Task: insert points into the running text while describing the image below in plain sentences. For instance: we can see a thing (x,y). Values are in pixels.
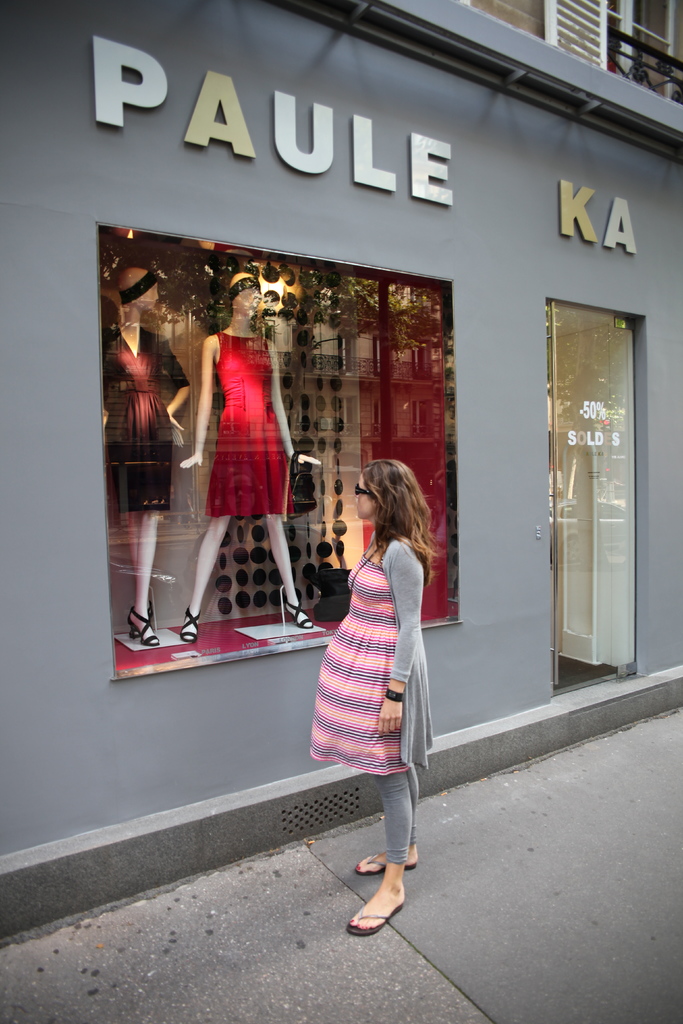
In this image, I can see a woman (405,868) standing on a pathway (442,903). In front of the woman (404,661), there is a shop (250,246) with a name board (592,236), a glass door (600,670) and I can see the mannequins (140,511) through a glass window (258,535).
